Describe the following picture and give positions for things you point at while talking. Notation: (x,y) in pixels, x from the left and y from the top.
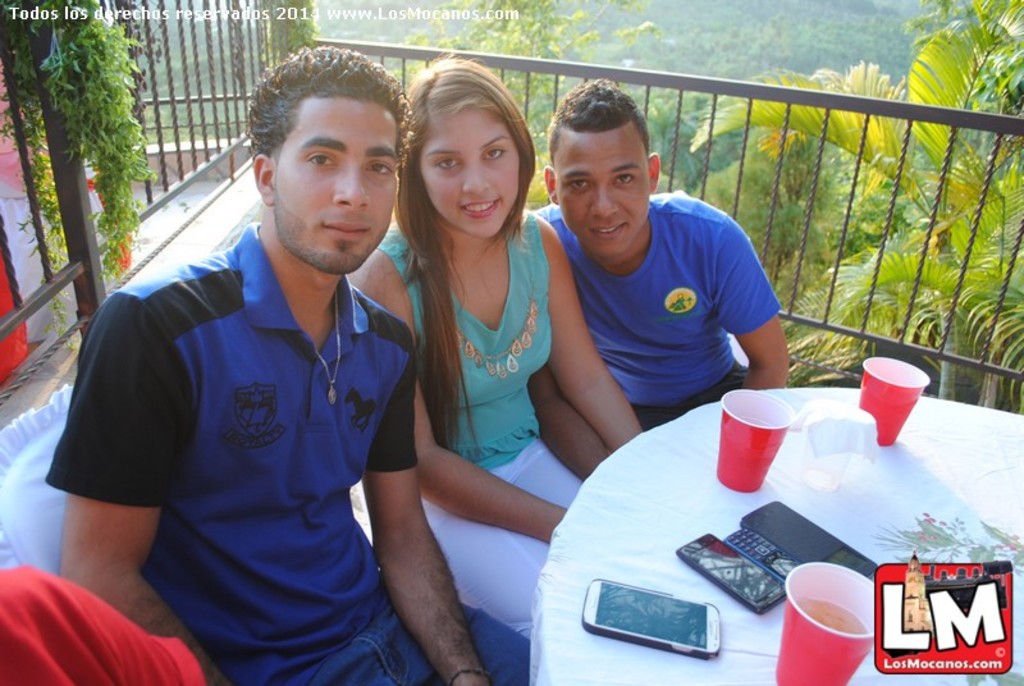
There are three people (433,337) sitting in chairs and there is a white table (954,519) in front of them which has mobile phones (751,541) and a red cup (746,431) on it and there are trees (704,70) in the background (780,39).
